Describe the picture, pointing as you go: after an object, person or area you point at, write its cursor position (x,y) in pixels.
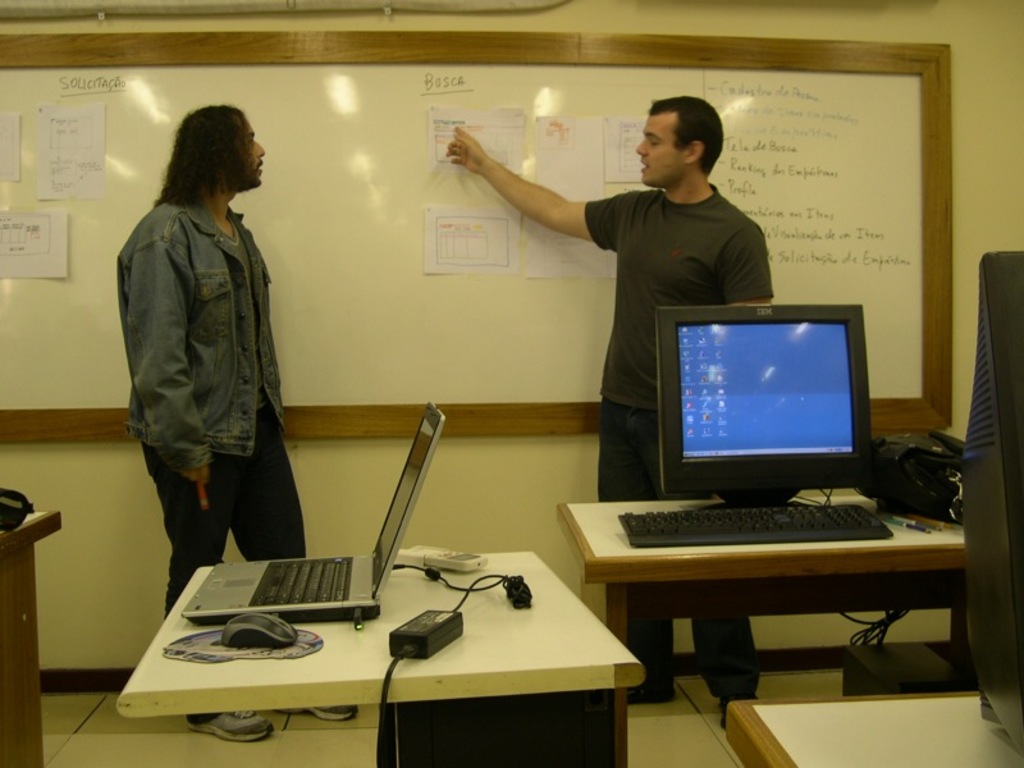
In this image there are two men (266,375) standing. The man (638,272) to the right corner (691,240) is pointing to a paper (497,129). In front of him there is a table (618,525) and on it there is a monitor (736,441), keyboard (726,517), pens (911,523) and a bag (935,473). There is another table (558,624) to the left of the image (339,659) and on it there is laptop (336,584), mouse (270,622), mouse pad (261,648), adapter (435,631), cables (513,593) and a remote (452,557). In the background (487,506) there is wall (489,490), a board (445,330) and papers (438,248) are sticked on the board (240,89).
